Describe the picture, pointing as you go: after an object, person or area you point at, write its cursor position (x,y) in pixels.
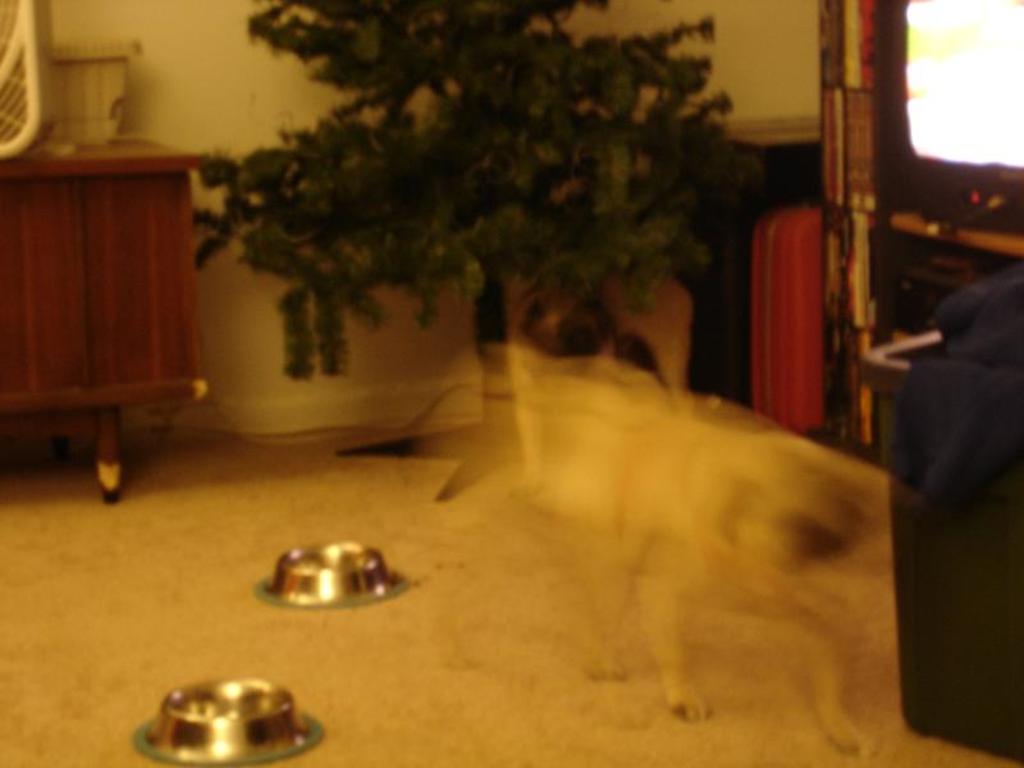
In this image we can see bowls (367,570) and a dog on the floor (389,716). On the right side of the image (935,429) we can see a couch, television (992,119), some books (853,218) placed in racks (838,353) and a bag (772,274) placed on the floor (402,716). On the left side of the image (109,93) we can see some objects (17,78) placed on the cupboard (107,340). At the top of the image (505,53) we can see a plant (462,69) and a wall (207,62).
